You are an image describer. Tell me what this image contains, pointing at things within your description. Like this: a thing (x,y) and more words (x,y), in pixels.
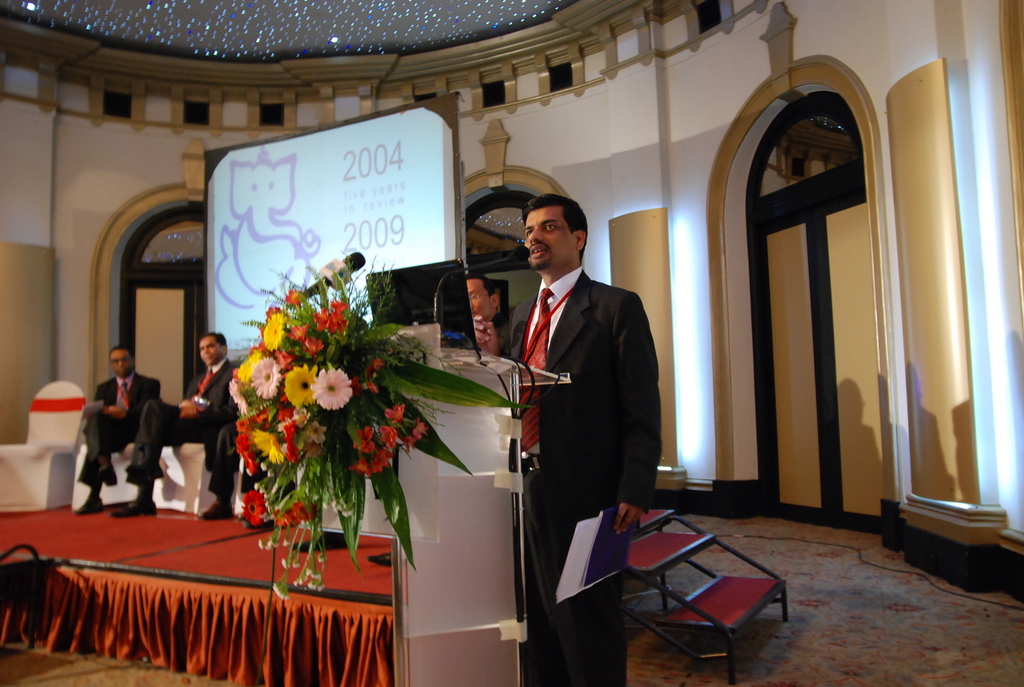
Here we can see a hall (1015,173) with red carpet dais (225,664), and we can see three people (491,293) seated on it and one person (536,420) is standing in front of a podium (487,360) speaking with the help of a microphone (434,297) and the podium (443,511) is decorated with beautiful flowers (435,455).
